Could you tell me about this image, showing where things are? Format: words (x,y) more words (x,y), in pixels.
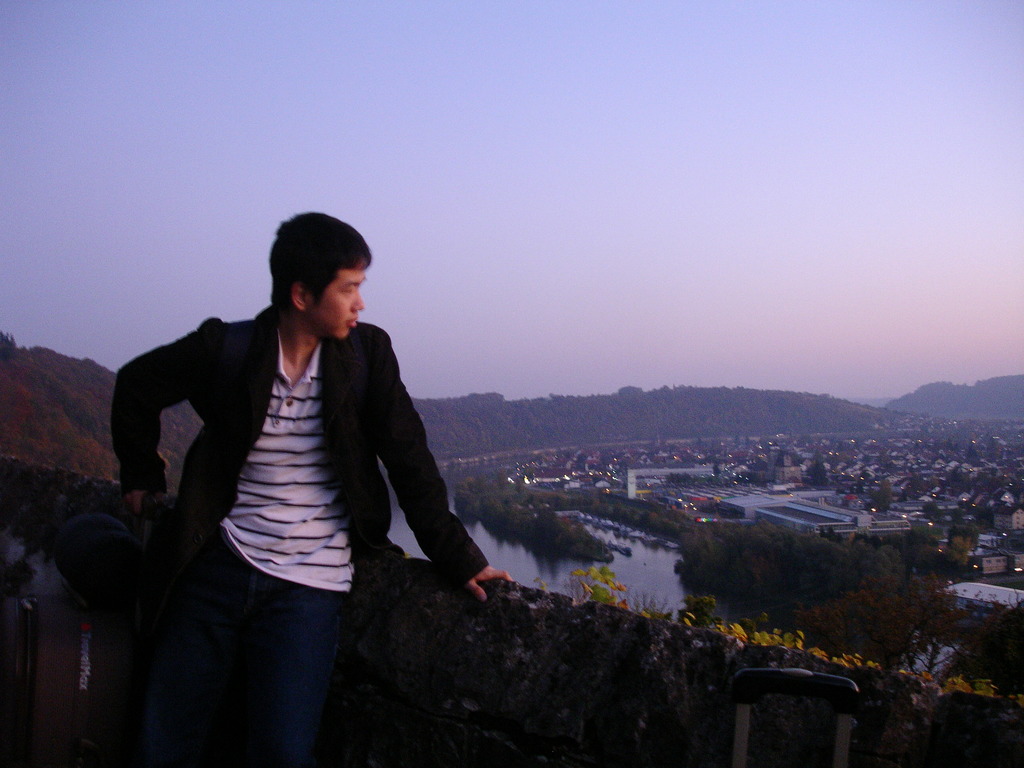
In the image there is a person (333,539) standing in front of a wall (633,693) and beside him there is a luggage (54,628) and behind the wall (515,606) there is a lake (600,534) and many houses (914,474) and trees (744,534).
